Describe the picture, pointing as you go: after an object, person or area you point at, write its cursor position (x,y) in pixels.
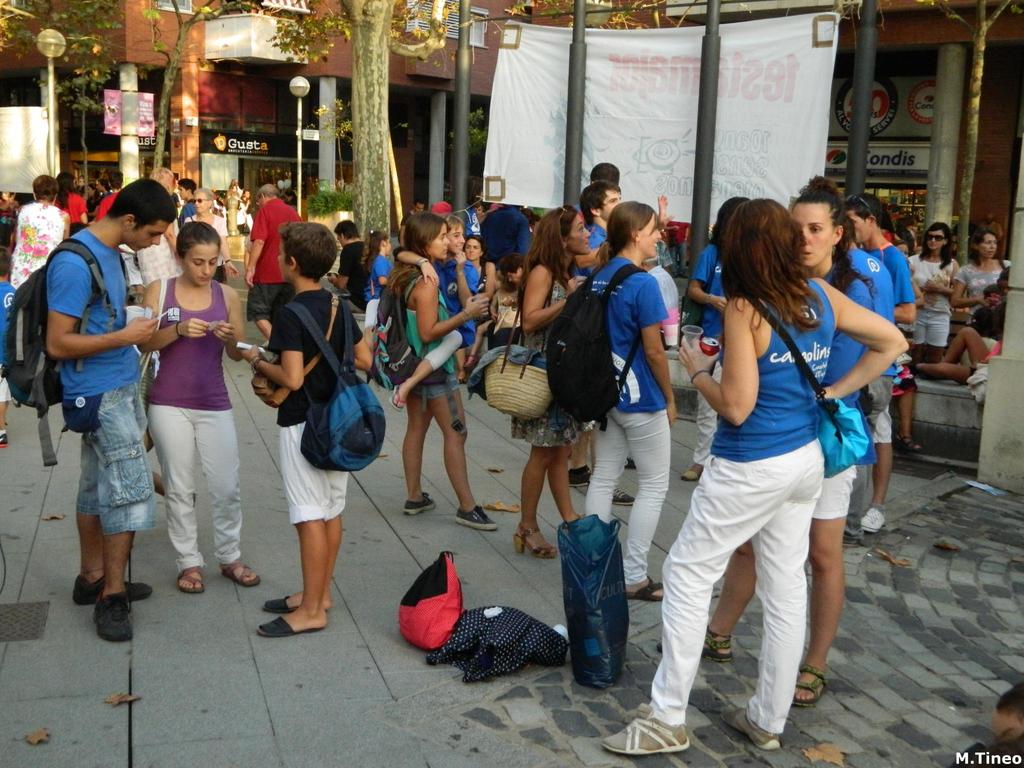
In this image there are group of persons (619,312) standing, they are wearing bags (50,371), they are holding an object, there is a banner (620,124), there is text (700,68) on the banner (780,136), there are boards (290,147), there is text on the boards (920,101), there are poles (572,107), there are streetlights (46,42), there are objects (454,597) on the ground (384,616), there is a building (399,81), there is text (982,760) towards the bottom of the image (978,760), there is an object (990,723) towards the bottom of the image (999,736).
